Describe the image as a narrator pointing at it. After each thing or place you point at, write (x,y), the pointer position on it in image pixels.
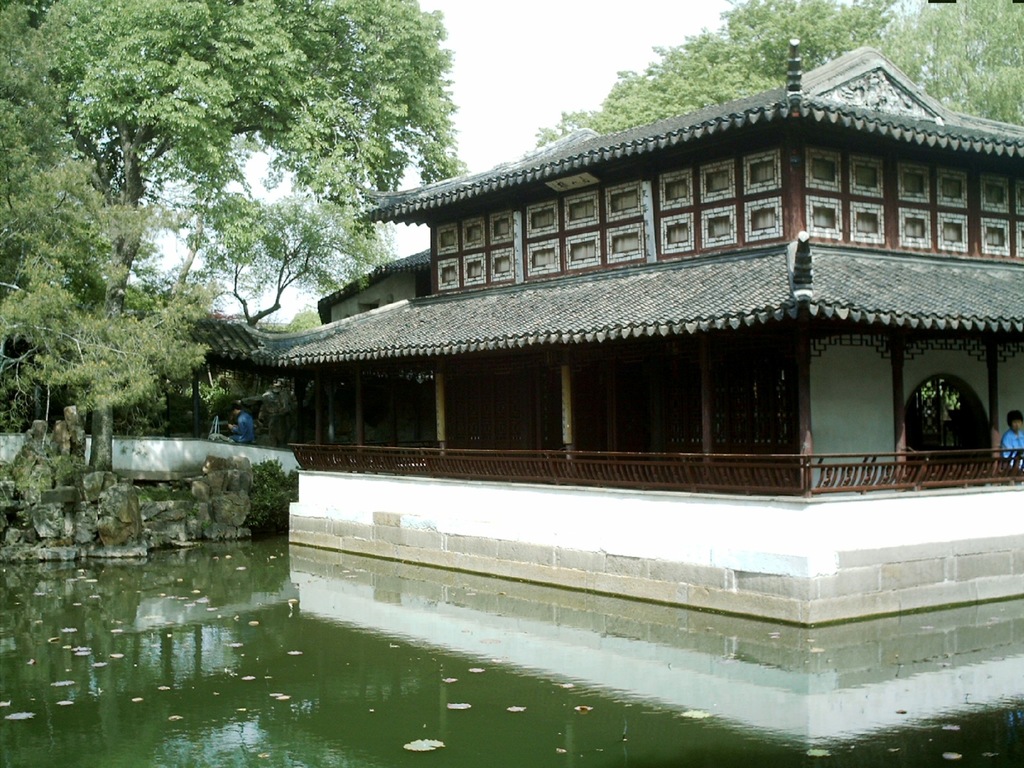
In this image I can see at the bottom (502,669) there is the water (460,669), on the right side (792,326) there is a house (699,410). On the left side (229,97) there are trees (220,174), at the top (534,53) there is the sky (534,53).
